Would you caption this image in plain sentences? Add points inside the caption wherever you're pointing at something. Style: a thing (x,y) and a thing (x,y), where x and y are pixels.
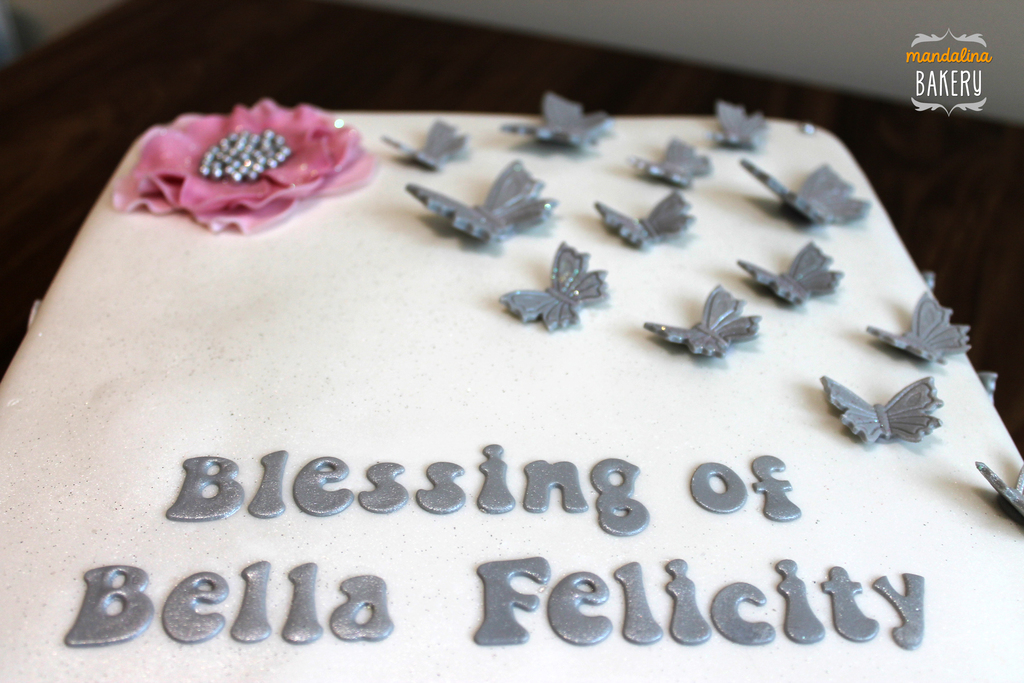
In the center of the image (555,344), we can see a cake (427,385) and in the background (234,50), there is a table (744,80) and we can see some text (933,64).
